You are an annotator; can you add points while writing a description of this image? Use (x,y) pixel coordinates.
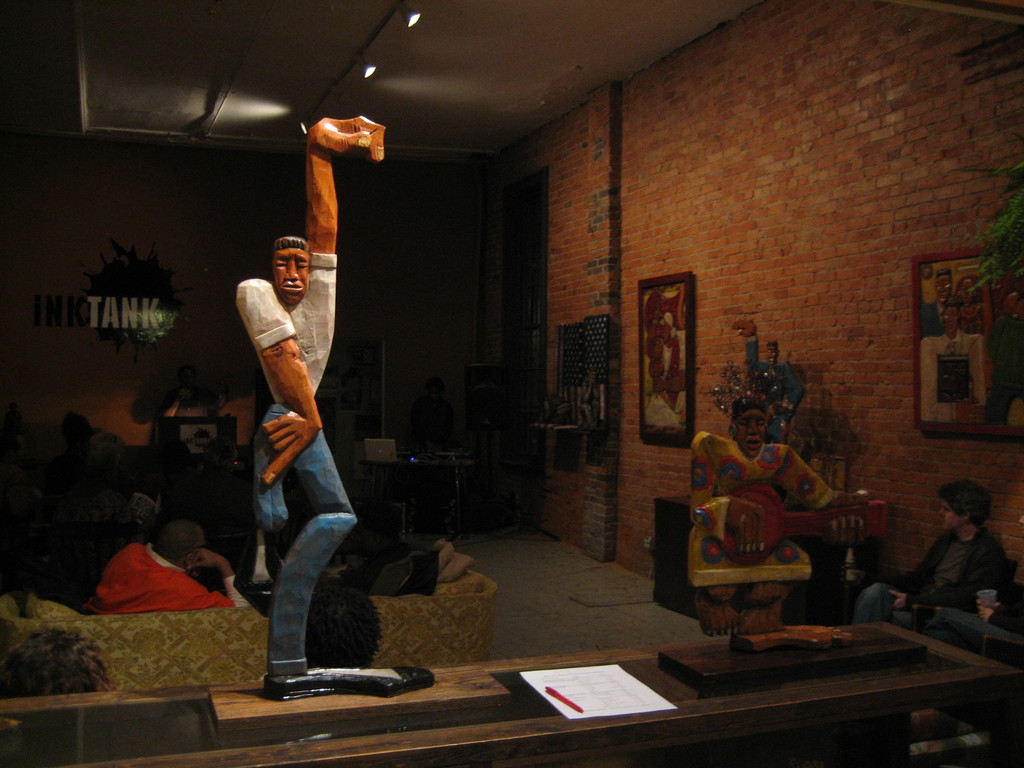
In this picture there are statues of a lady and a man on the right (714,532) and left side of the image (319,144) and there are people (205,499) those who are sitting on the left side of the image (226,563), there are portraits (1016,391) on the wall (838,359), on the right side of the image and there is a boy (919,587) who is sitting on the sofa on the right side of the image (866,597).
